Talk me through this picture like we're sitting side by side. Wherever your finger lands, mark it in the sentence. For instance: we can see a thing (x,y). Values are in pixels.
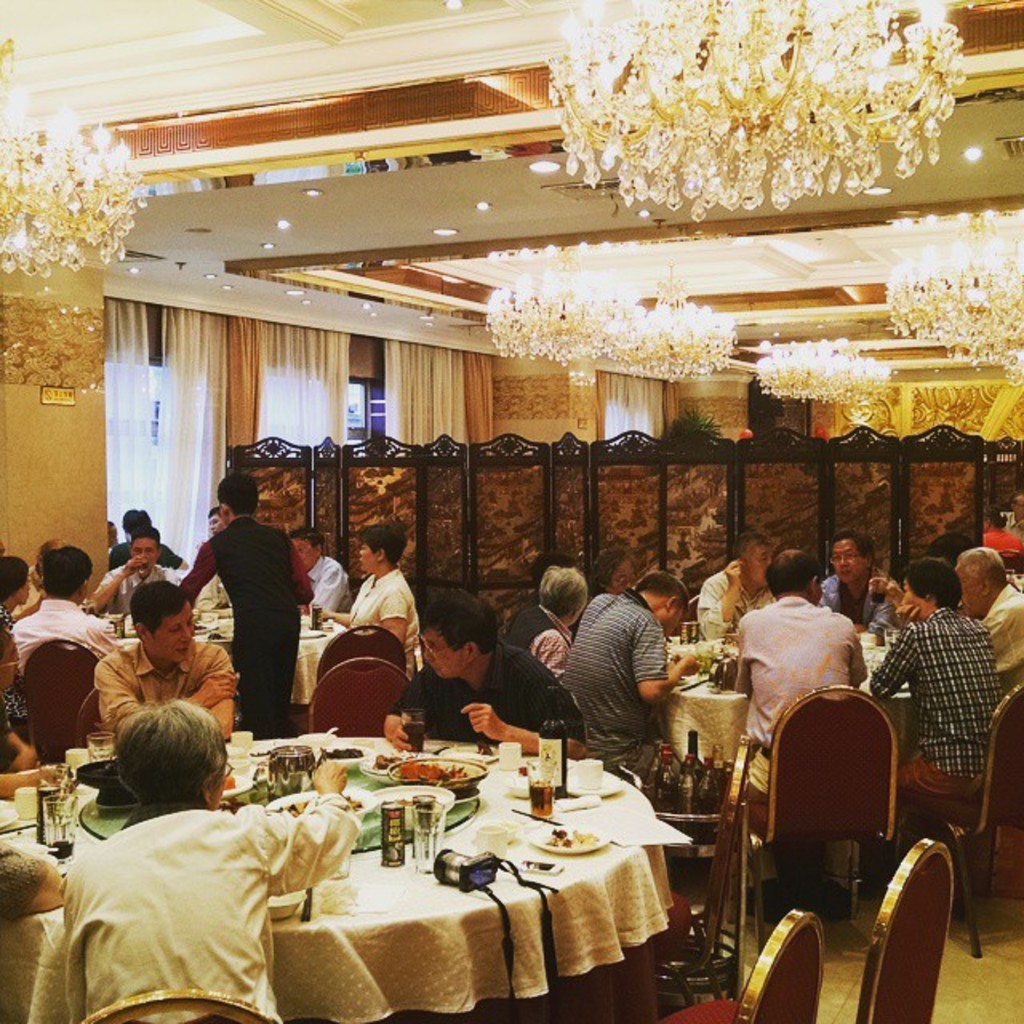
There is a group of people (513,626). The people (605,590) are sitting on a chair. There is a table (376,785). There is a plate (409,792), bottle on a table (411,827). We can see the background there is a curtain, lights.
